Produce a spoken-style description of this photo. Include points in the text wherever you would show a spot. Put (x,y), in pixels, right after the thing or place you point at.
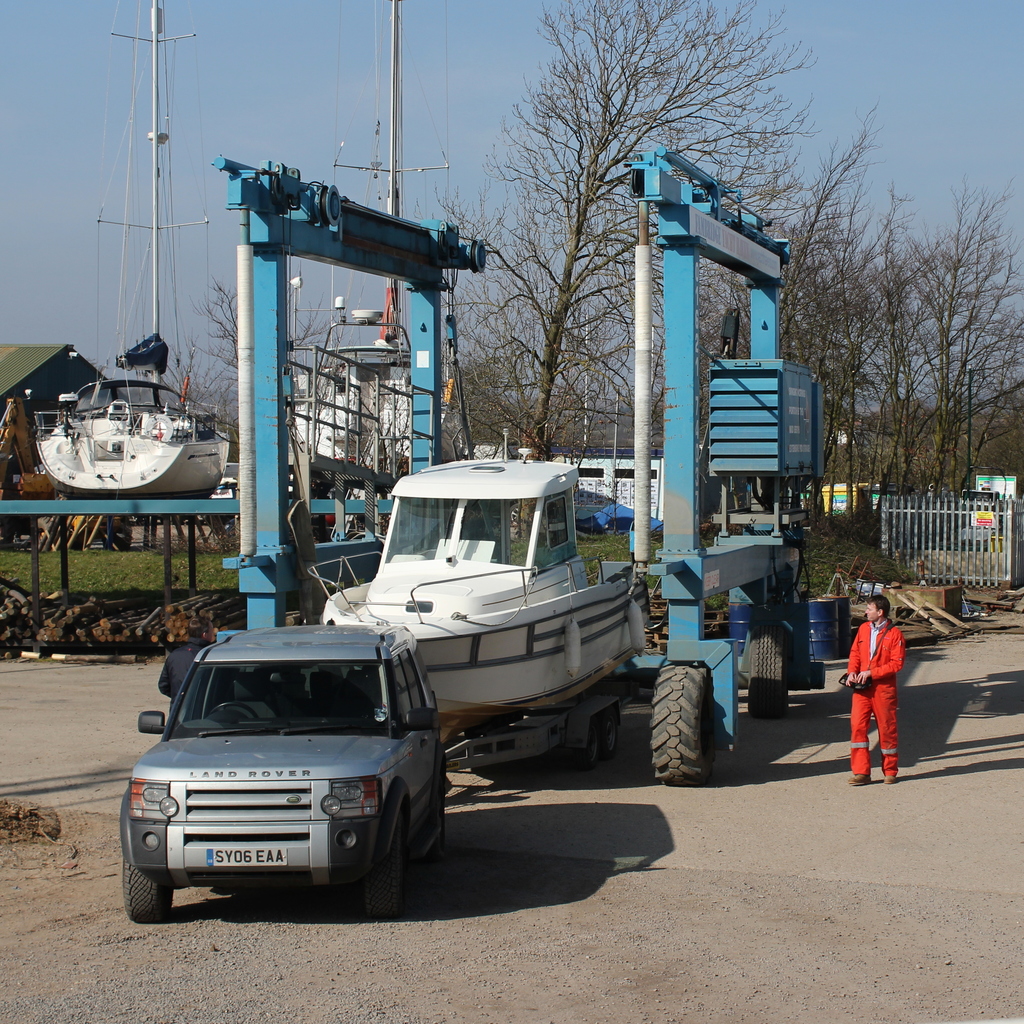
In the center of the image (402,550) we can see boat (448,595) and car (341,813) on the road (434,878). On the right side of the image (883,718) we can see person (869,710), fencing (887,542) and trees (959,481). On the left side of the image (122,475) we can see boats (102,438), house (48,395), trees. In the background (569,168) we can see trees (569,168) and sky (516,100).
